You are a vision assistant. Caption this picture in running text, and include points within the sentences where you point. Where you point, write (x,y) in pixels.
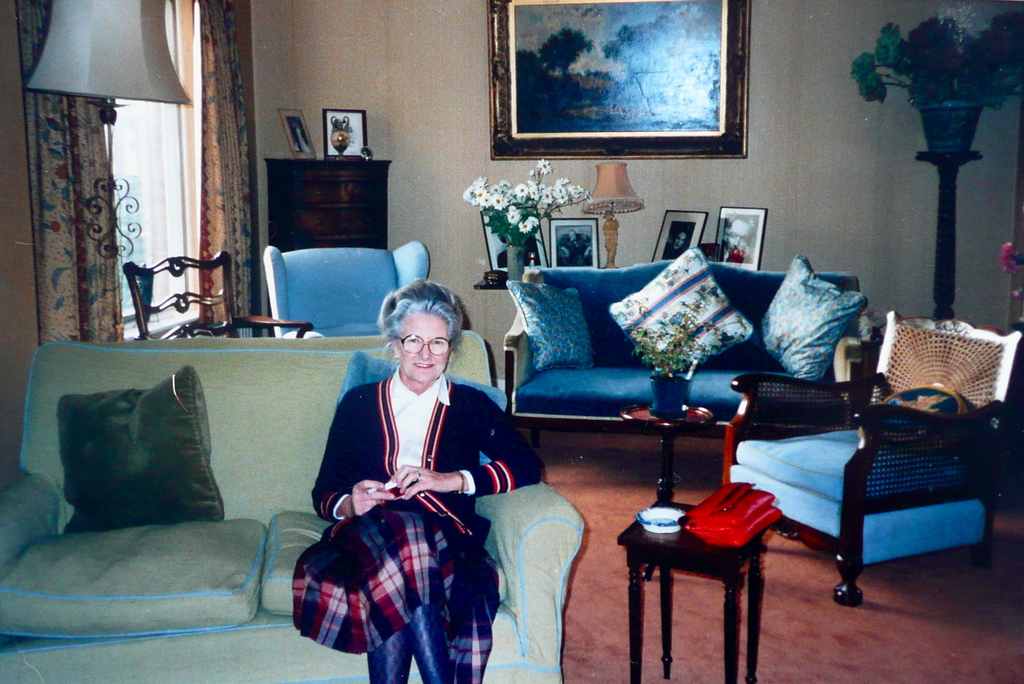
Here is a woman (375,551) sitting on the couch (231,552). This is a small teapoy (687,558) with a red object (698,531) and small bowl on it. Here is a another couch (601,361) which is blue in color with cushions (698,302). I can see a small flower pot (680,385) placed on the table (677,422). This looks like a desk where photo frames (584,242), lamp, flower vase (519,253) are placed. This is a photo frame (736,95) attached to the wall (795,64) and here I can see a house plant (995,81).
